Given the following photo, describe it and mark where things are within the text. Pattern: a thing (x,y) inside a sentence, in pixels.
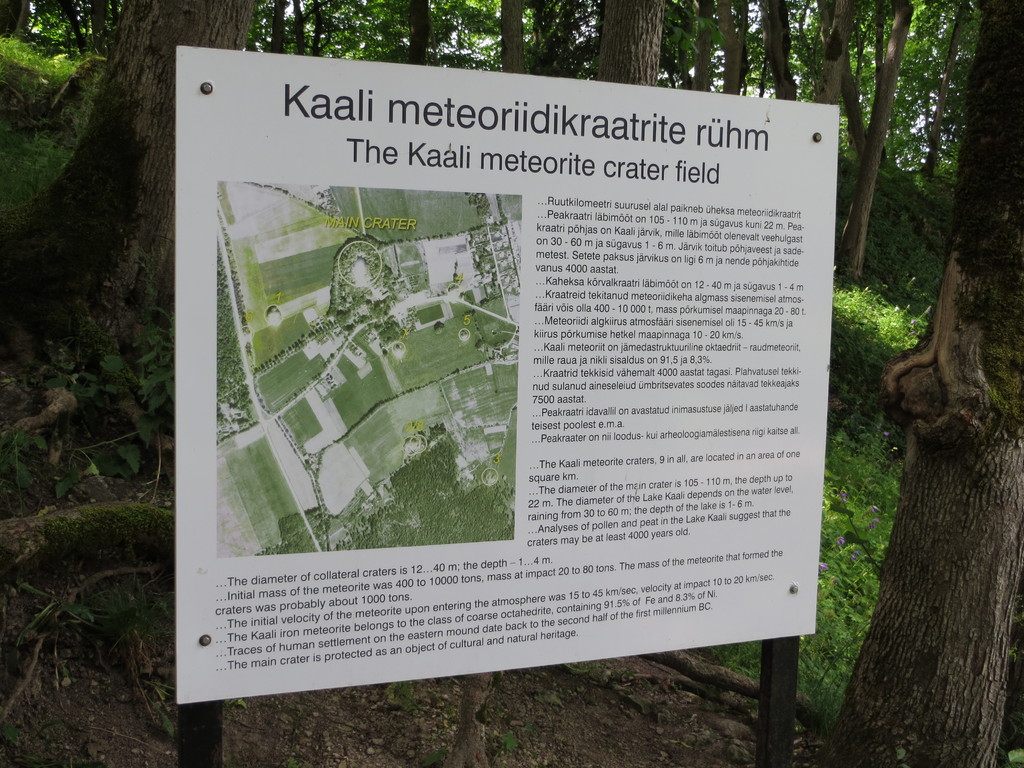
In this image in the center (662,284) there is one board (401,213), on the board (573,207) there is text (473,624) and an image (401,396) of trees (427,475) and some buildings (456,262). And in the background (164,183) there are some trees (940,340), at the bottom (334,699) there is sand (605,751) and grass (836,578).
